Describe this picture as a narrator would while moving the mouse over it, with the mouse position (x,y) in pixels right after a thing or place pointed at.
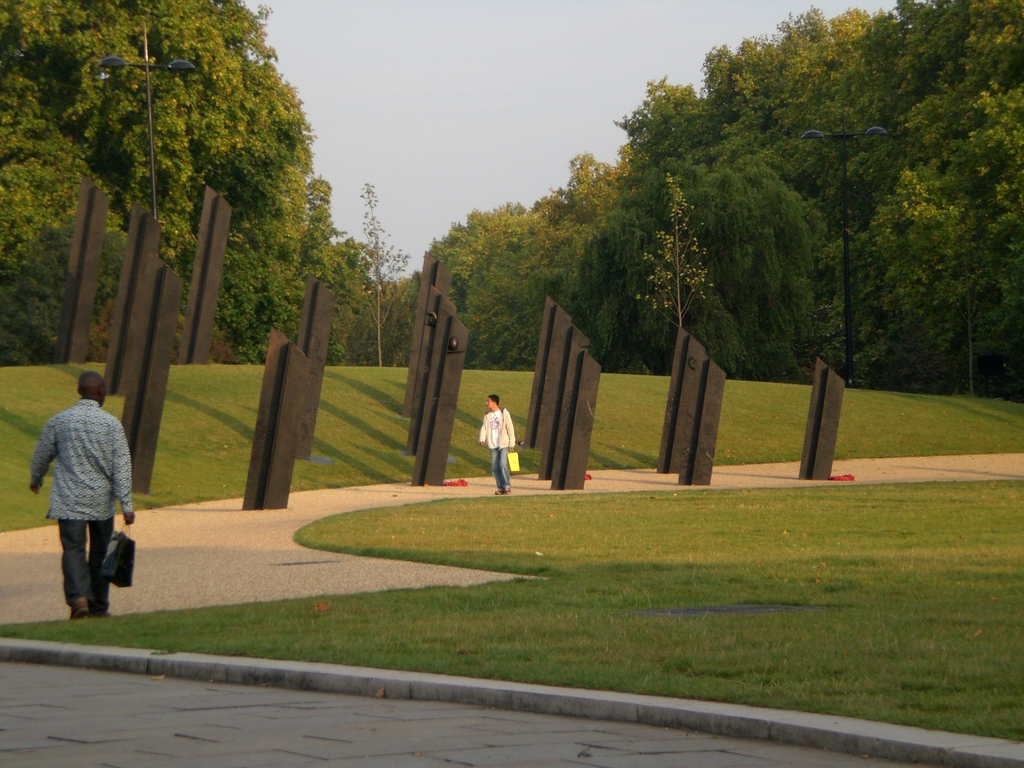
In this image, we can see two men (57,475) and some objects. Here we can see few objects (430,479) are visible in the image. Here we can see walkways (355,578), grass (521,579), red color objects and poles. Background (877,344) we can see trees (633,334) and sky (454,105).
